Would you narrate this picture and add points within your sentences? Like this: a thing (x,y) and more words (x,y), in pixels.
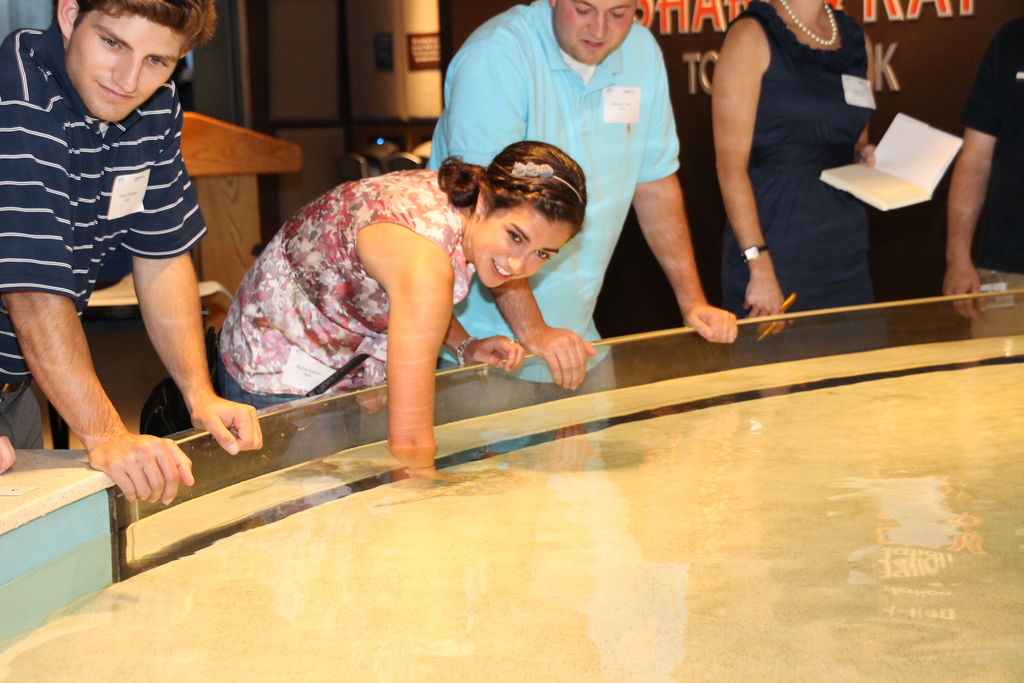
In the picture there is a container (554,546) present with the liquid (693,405), beside the container (801,652) there are people (760,148) standing, there is a woman (483,273) keeping hand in the liquid (483,472), another woman (794,179) is holding a pen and a book (875,180) with the hands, behind them there is some text (888,57) present, there is a wall (467,26).
